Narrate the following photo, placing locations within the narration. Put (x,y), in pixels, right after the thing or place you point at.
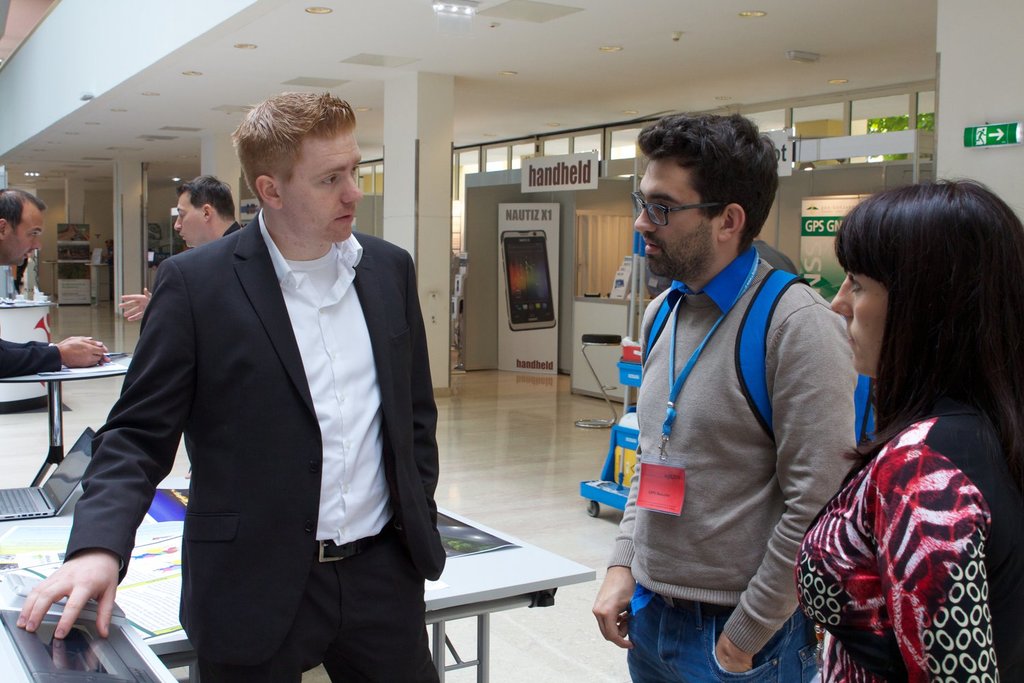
In the picture I can see a man (423,671) on the left side (331,138) and he is wearing a suit (386,326). I can see a man (720,319) on the right side (771,523) wearing a sweater (693,456) and he is carrying a bag (752,302) on his back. There is a tag (688,363) on his neck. I can see a woman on the right side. I can see two men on the left side (42,365) having a conversation. I can see the banner board (530,310). There is a lighting arrangement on the roof (481,107) and I can see the pillars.
